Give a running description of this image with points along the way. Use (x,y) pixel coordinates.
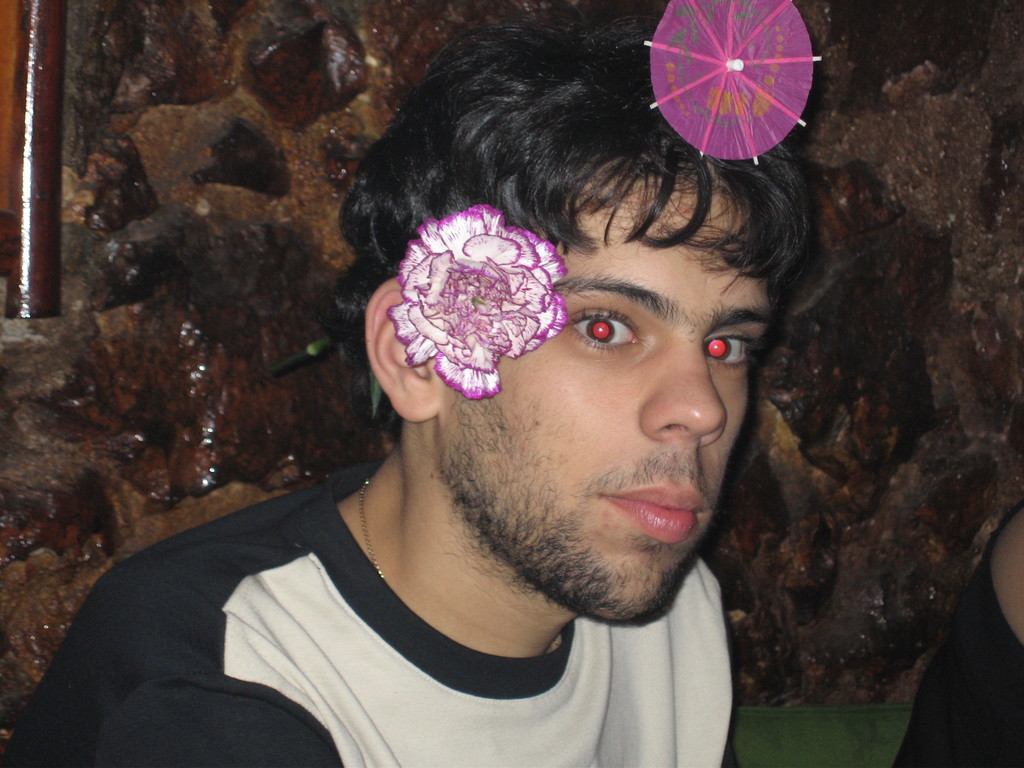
In this picture I can see a man (551,450) in front (134,749) who is wearing white and black color t-shirt (291,613) and I can see a flower (530,294) on his ear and I can see a pink color thing (694,58) on his hair (647,83). In the background (156,444) I can see the wall (903,381).
